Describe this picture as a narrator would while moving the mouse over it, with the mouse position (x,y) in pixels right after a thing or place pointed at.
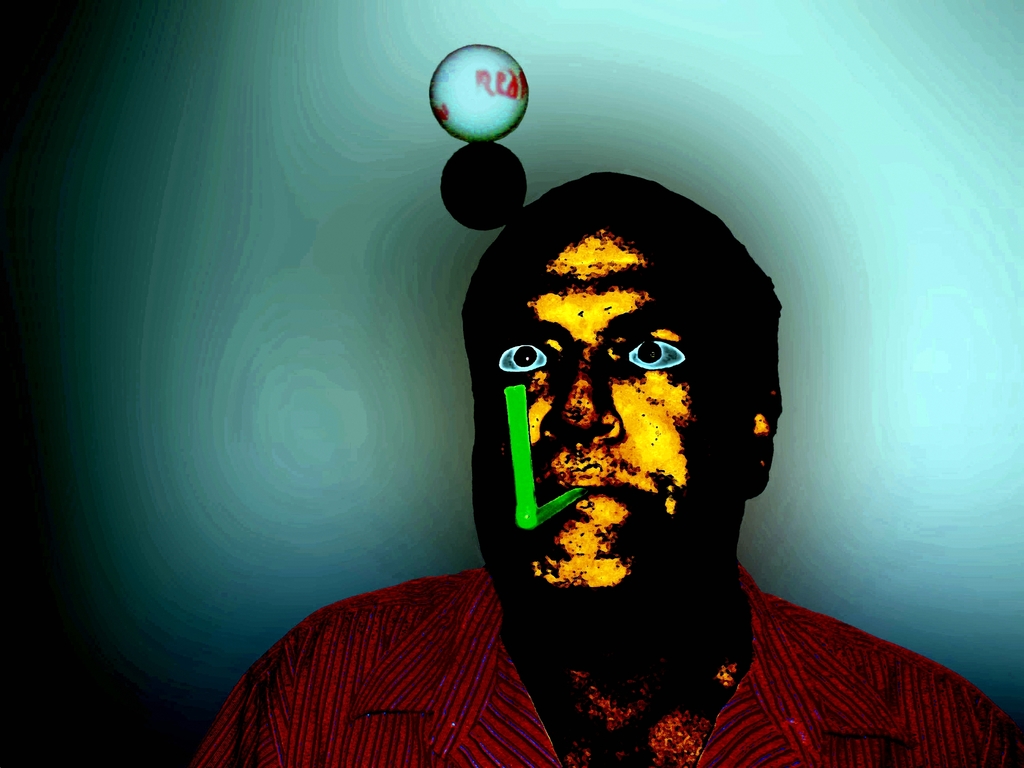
In this image I can see it is an edited image, in the middle (665,458) there is a man (560,580), he is wearing a shirt (756,592) and here it looks like a plastic thing (529,493) in his mouth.
